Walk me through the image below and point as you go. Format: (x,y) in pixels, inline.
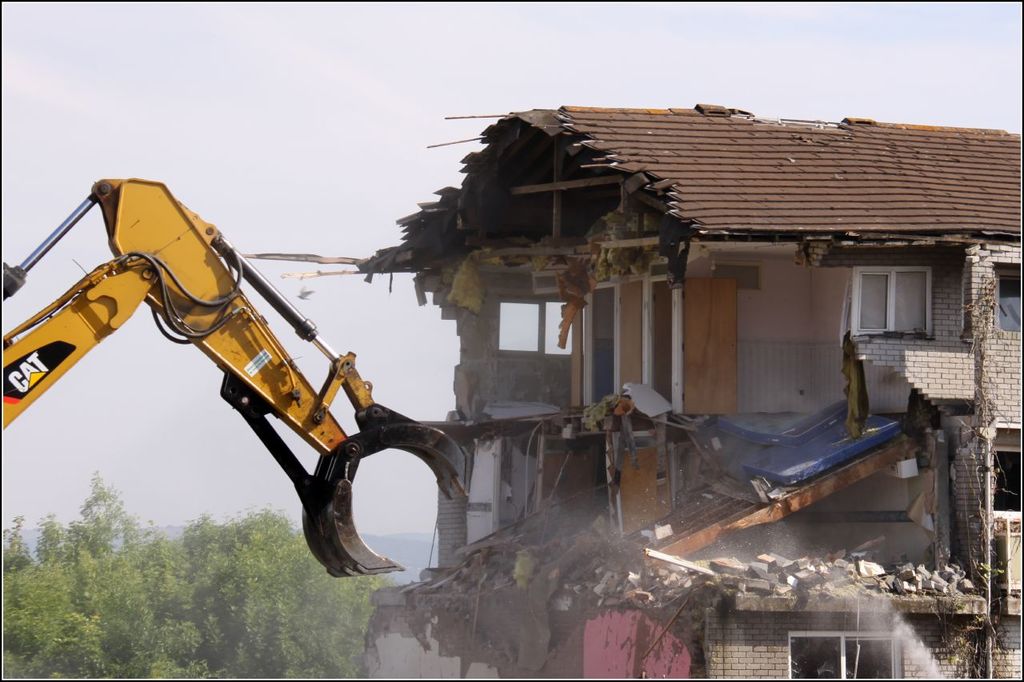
This image consists of a crane (60,348). To the right (701,301), there is a building (724,304). To the left (100,619), there are trees (151,585). At the top (302,65), there is a sky (367,140).
